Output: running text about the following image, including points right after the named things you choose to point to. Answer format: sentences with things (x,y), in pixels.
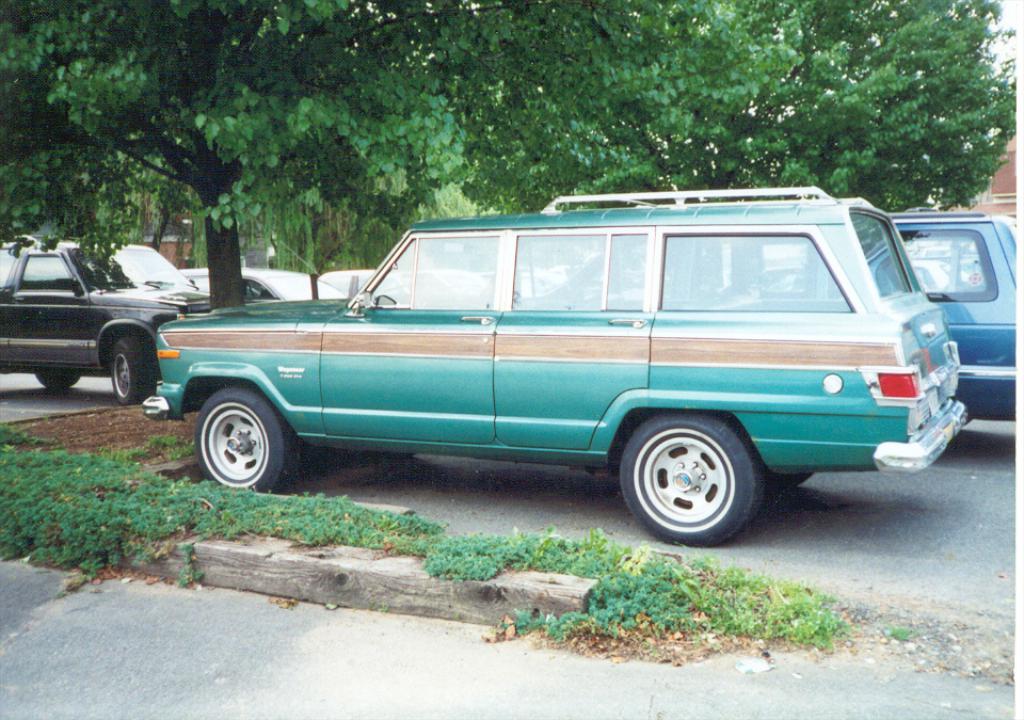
In this image in front (795,450) there are cars (937,428) on the road (935,533). In the background of the image (675,132) there are trees (851,192), buildings (1005,186).
